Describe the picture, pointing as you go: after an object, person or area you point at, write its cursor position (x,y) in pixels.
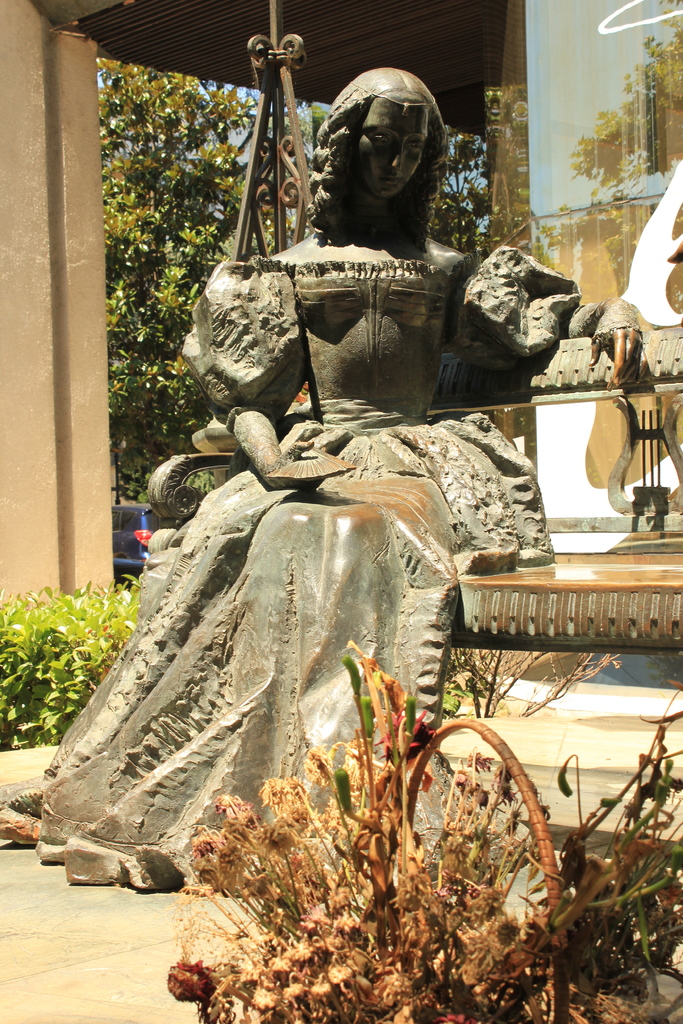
In this picture we can see a statue of a woman (309,271), plants (232,872), basket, bench (661,386), pillar (8,119), wall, rods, roof (386,46) and some objects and in the background (149,468) we can see trees (164,122).
